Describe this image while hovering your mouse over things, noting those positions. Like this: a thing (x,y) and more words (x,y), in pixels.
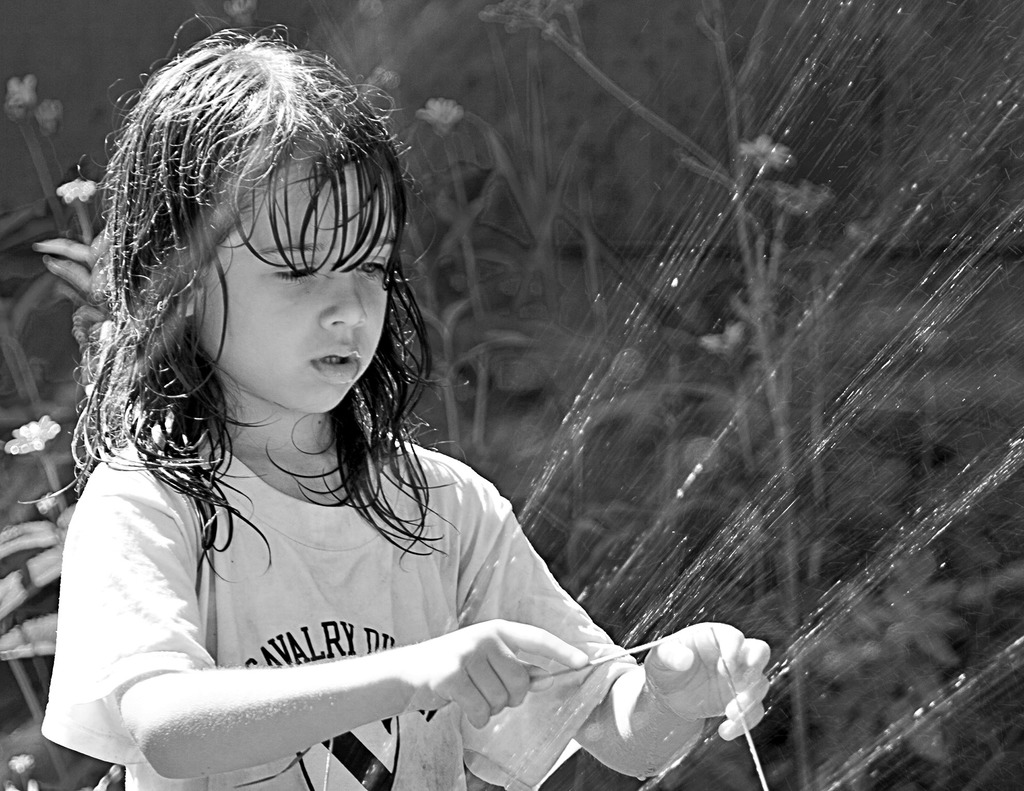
This is a black and white image. A girl (242,421) is standing. There are plants (50,537) and water (952,284).
